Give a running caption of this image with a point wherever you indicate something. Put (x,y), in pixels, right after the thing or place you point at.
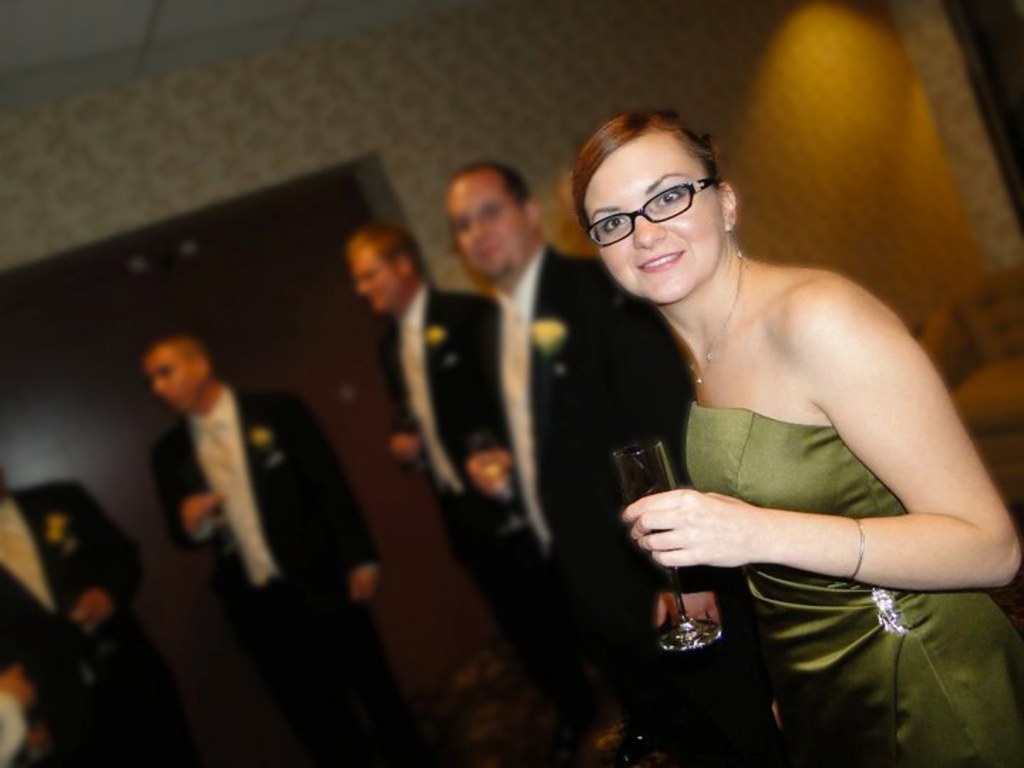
This image consist of a people (397,443) standing. The woman (808,457) standing at the right (825,575) is holding a glass (625,488) in her hand (683,509) and is having a smile (661,265) on her face (667,247). In the background (532,397) there are four persons (424,454) wearing a black colour suit (123,542) and are standing.
